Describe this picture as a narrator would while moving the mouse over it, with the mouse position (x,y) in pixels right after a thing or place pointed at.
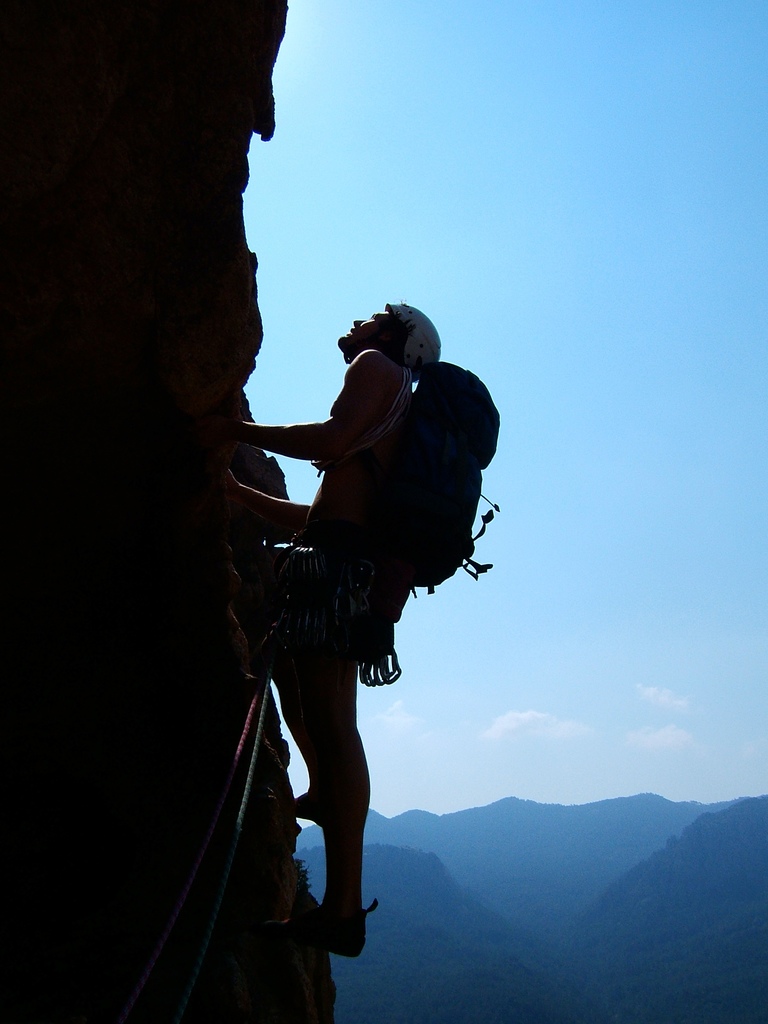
In the middle of this image (421,520) there is a person (358,488) wearing a bag (421,493) and climbing the rock (185,428) by looking at the upwards. In the background (488,860), I can see the mountains (558,827). At the top of the image (530,213) I can see the sky (517,217).
